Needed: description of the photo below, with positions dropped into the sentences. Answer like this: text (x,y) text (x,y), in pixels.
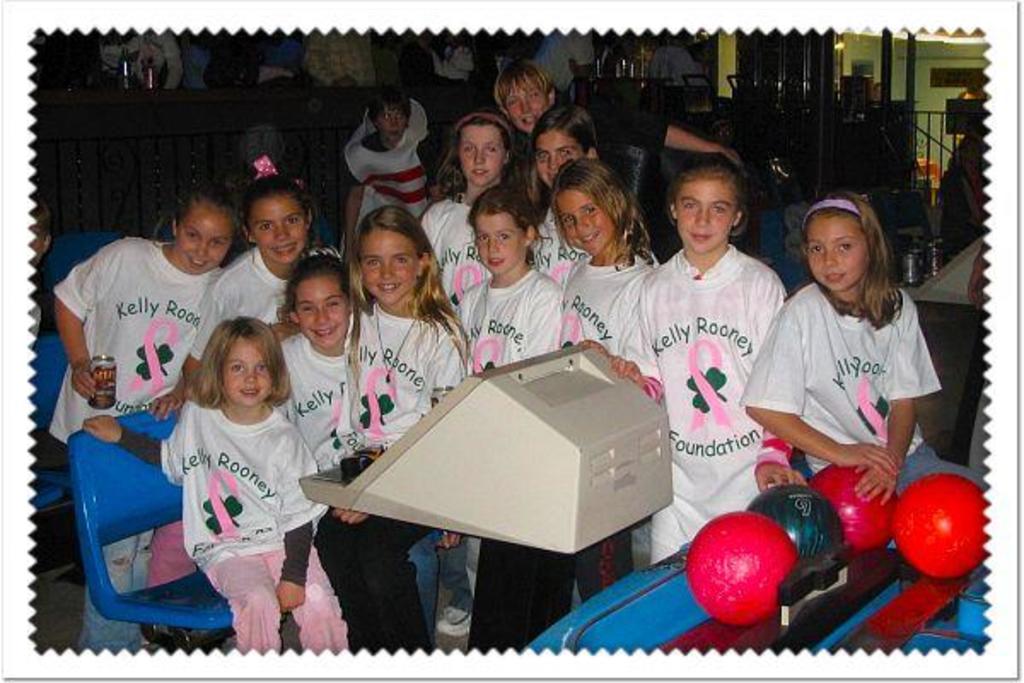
In this picture we can see a group of girls (374,315) where some are sitting on chairs (103,486) and some are standing and smiling, balls (712,604), machine (484,496) and in the background (288,44) we can see some objects (823,73).
